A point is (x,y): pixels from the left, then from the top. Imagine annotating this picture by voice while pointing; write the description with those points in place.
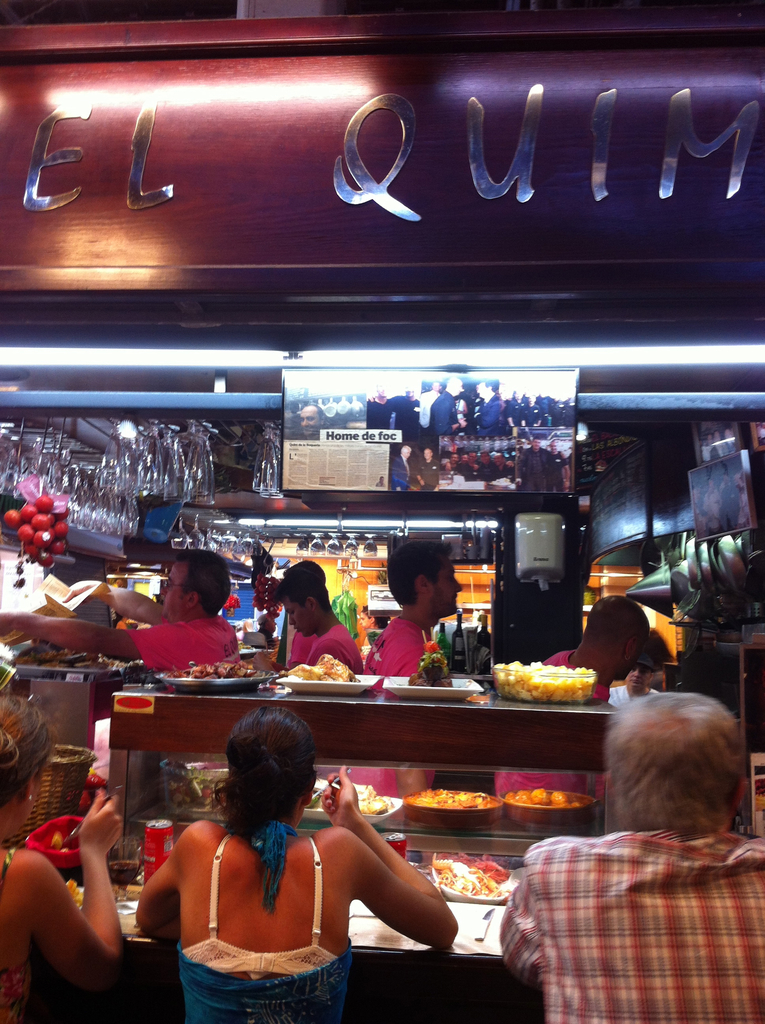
In this image we can see people (34,630), food items (418,799), wooden object (132,714) and we can also see a name board (453,137).
